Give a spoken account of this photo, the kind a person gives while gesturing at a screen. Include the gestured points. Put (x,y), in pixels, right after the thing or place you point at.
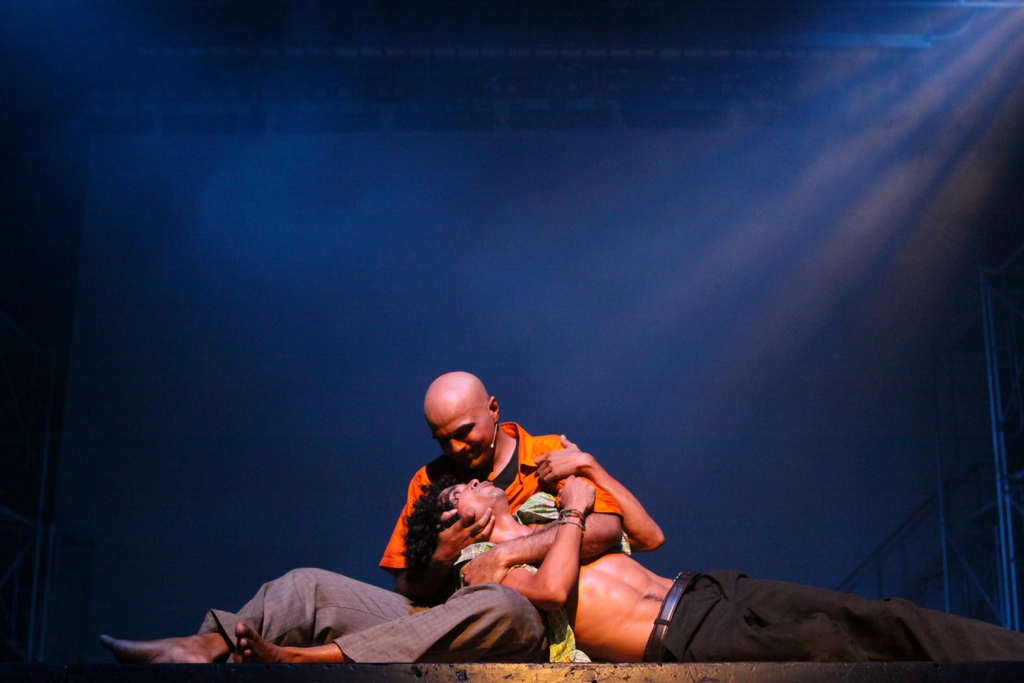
In this image I see 2 men (545,469) in which this man (508,506) is lying on this man's hands (465,524) and I see that it is a bit black and blue in the background (682,266).
